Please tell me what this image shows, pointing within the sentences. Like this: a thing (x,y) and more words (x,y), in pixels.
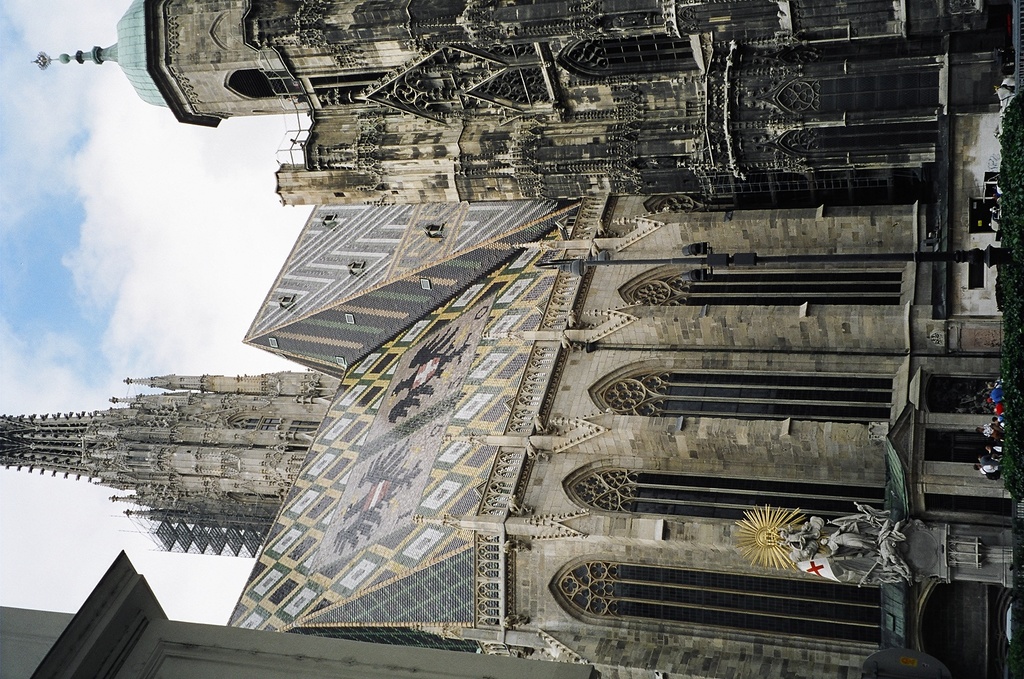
In this image I can see on the right side (876,537) there is the statue (884,552), there are few people (987,455). There are bushes (1013,392) on the right side of an image (1006,376). In the middle (675,421) there are very big buildings (635,320), on the left side (166,274) it is the cloudy sky (160,276).
